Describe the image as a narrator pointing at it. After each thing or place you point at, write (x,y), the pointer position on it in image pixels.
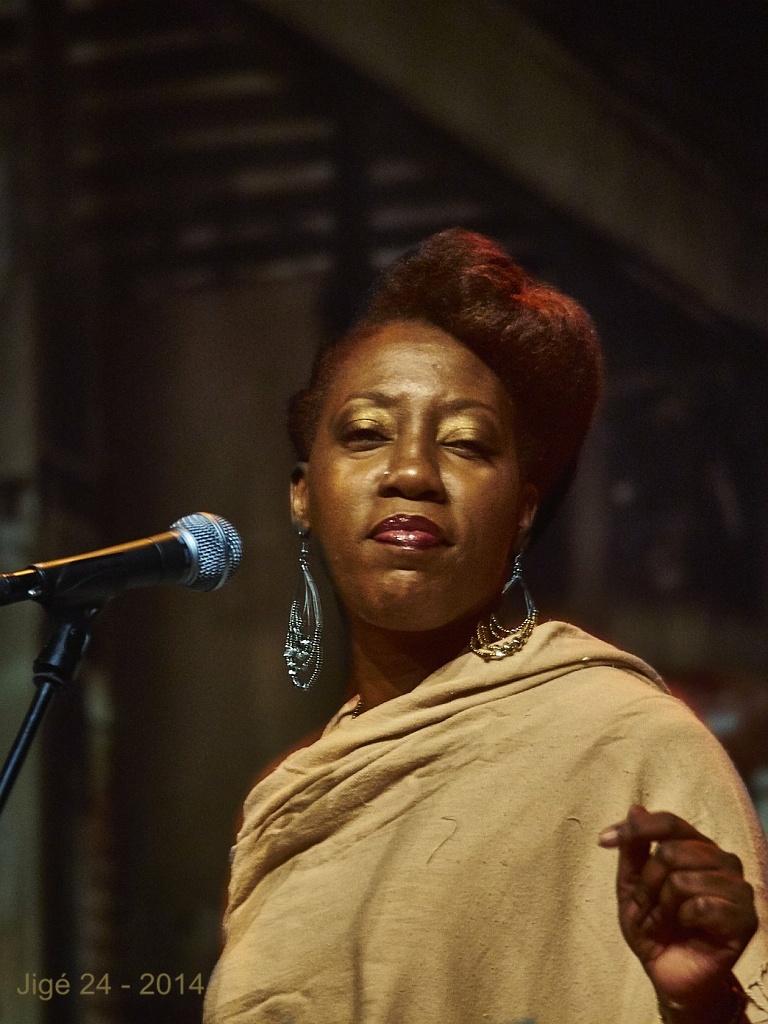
In this image I can see a woman (487,476) and in front of her I can see a mike (84,621).
